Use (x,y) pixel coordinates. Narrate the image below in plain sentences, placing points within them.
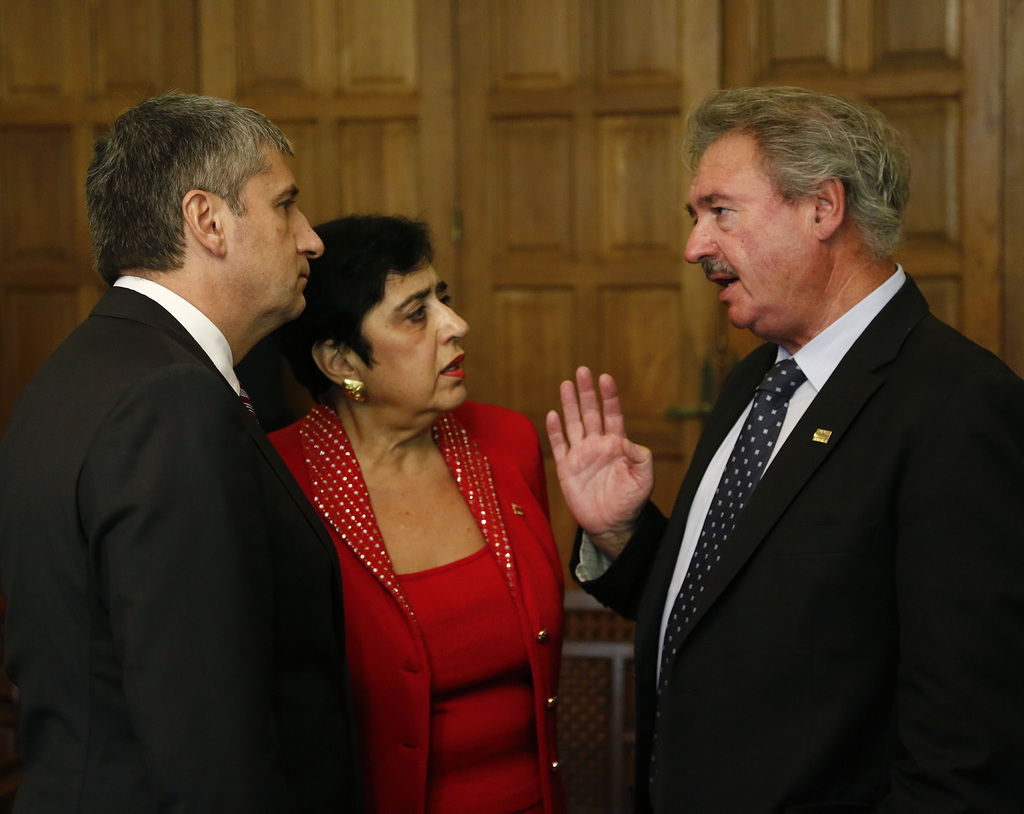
In this image there are two men (725,484) and a woman (441,432) standing. Behind them there is a wooden wall (512,91).
